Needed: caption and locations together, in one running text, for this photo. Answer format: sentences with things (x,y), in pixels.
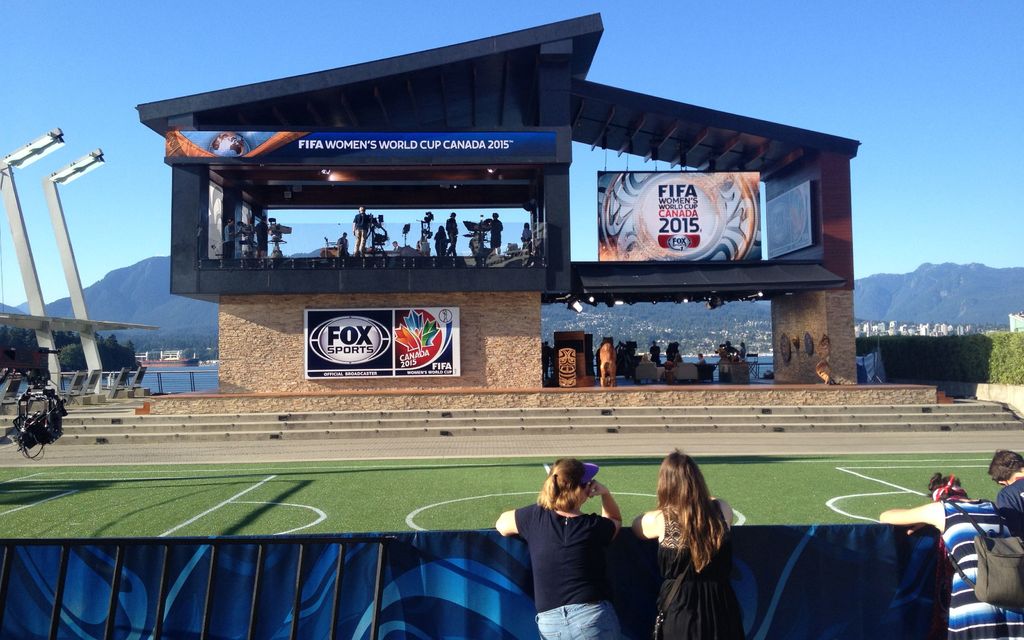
In this image we can see football ground (651,490), at the foreground of the image (323,566) there are some persons (707,524) leaning to the fencing (348,544) and watching and at the background of the image (458,244) there is a room (418,241) in which there are cameramen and there are some mountains (667,326), buildings (957,328) and clear sky (968,55).
